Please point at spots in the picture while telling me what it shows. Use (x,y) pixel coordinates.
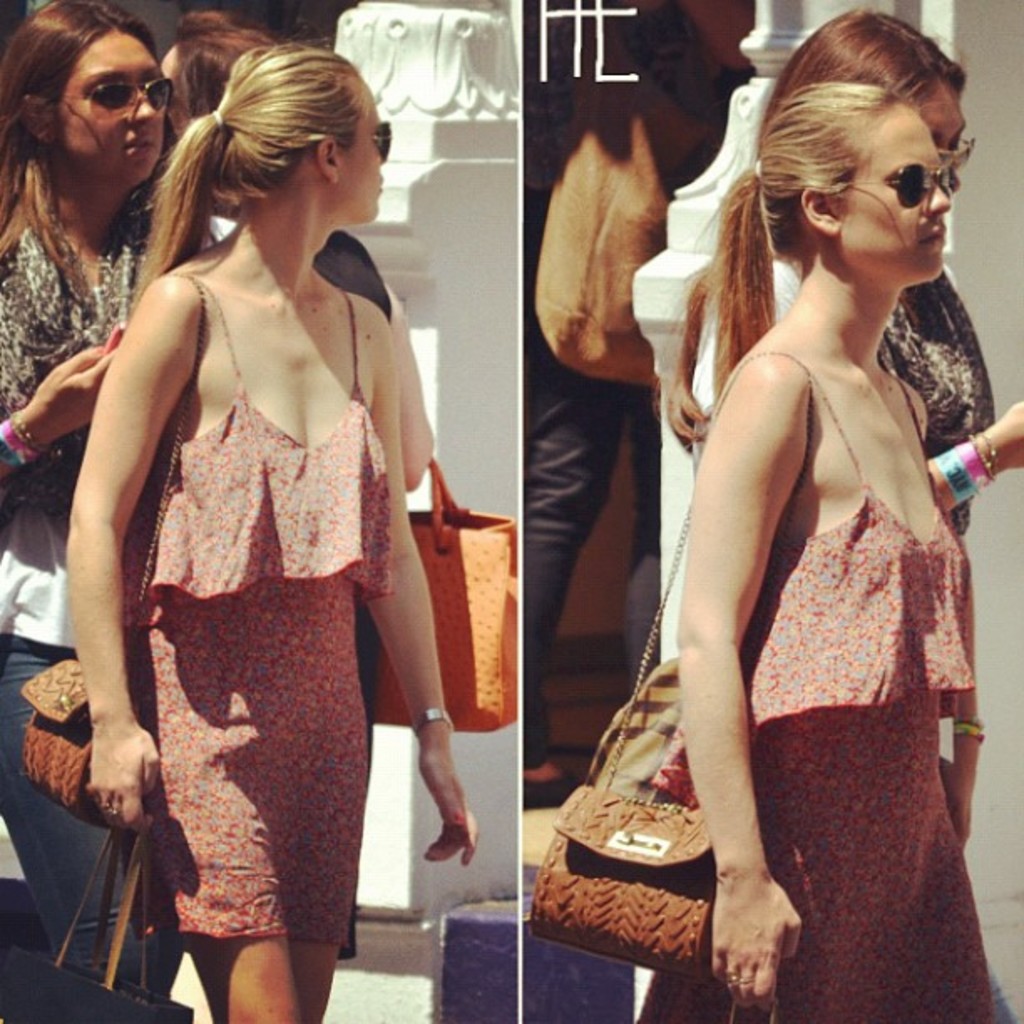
To the left side (302,472) corner there is a lady (302,472) with pink color dress (273,513) is walking and wearing the bag (67,812) to her hand (111,768). At the back of her there is a lady (105,128) with a stole (74,313) around her neck (101,222) is walking. In the right side (892,698) picture there is a lady (892,698) with pink dress (863,705) is wearing handbag (688,852) to her hand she is wearing goggles (900,193). Beside her there is a lady (969,336) with stole (970,370) around her neck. Behind them there is a pillar (635,310).
